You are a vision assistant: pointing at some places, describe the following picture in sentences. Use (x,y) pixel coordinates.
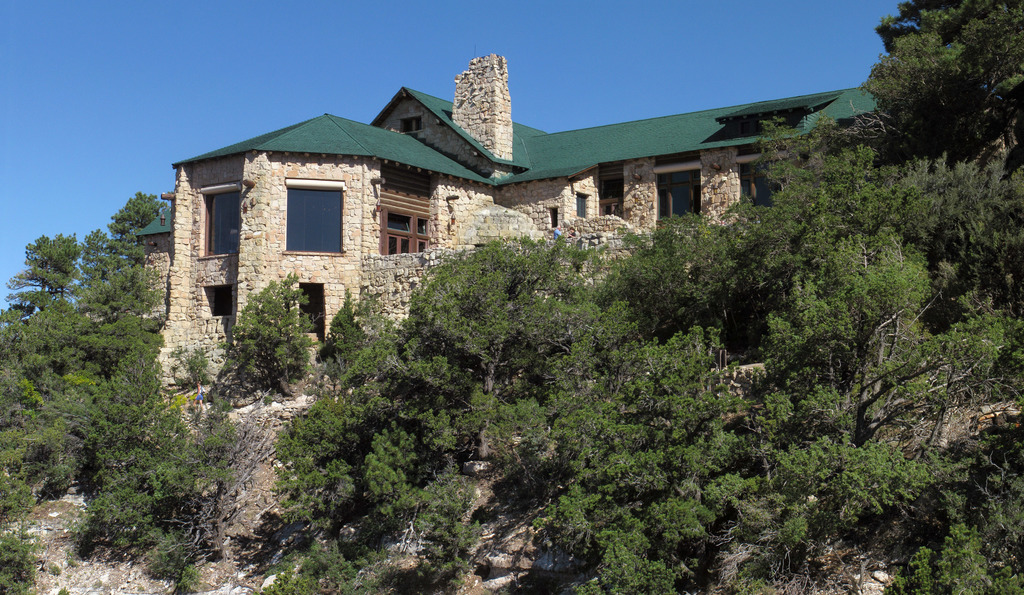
In this image we can see trees (662,426) and a house (282,217). In the background (81,51) there is sky (341,79).
